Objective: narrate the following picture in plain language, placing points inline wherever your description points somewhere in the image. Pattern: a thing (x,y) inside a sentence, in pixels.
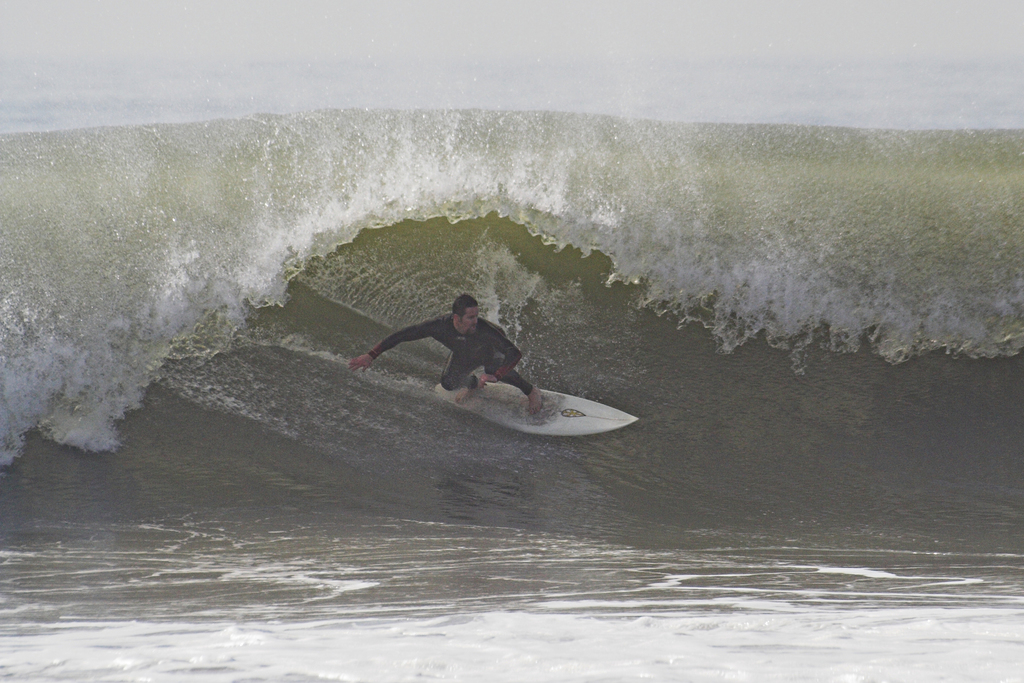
This picture is clicked outside the city. In the center (486,345) there is a person (473,359) surfing on a surfboard (596,416). In the background (481,145) we can see the ripples (394,214) in the water body (883,230).
